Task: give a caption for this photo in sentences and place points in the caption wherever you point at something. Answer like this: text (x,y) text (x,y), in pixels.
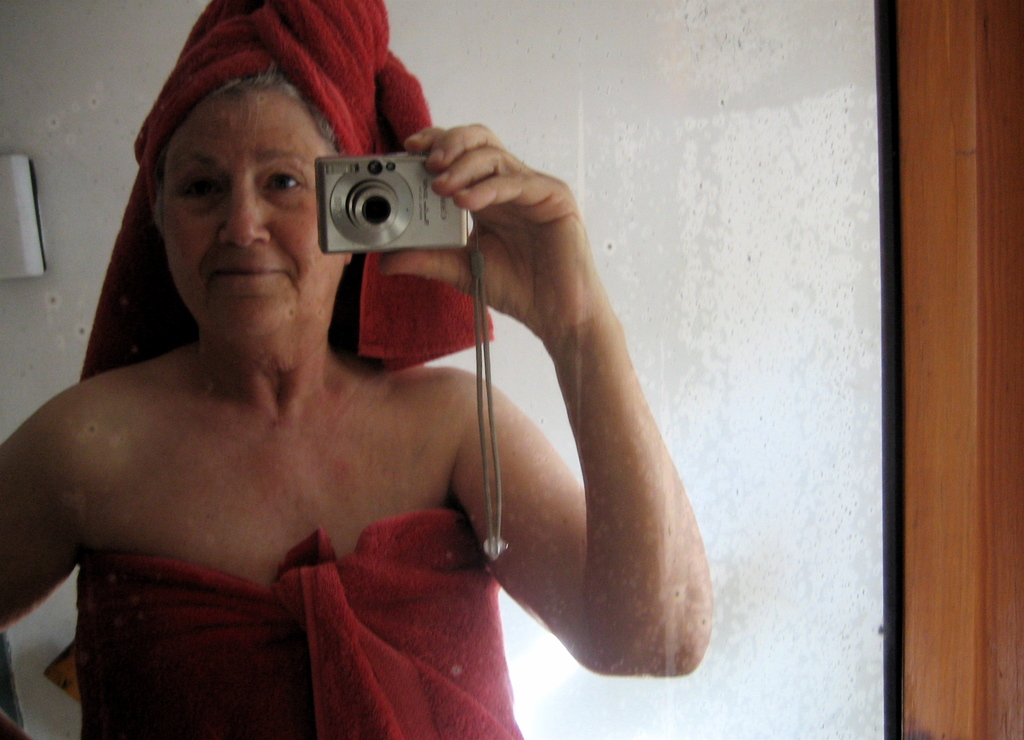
In this image I can see a person (285,625) standing wearing red color dress (375,659) and holding a camera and I can see white color background (748,145).
